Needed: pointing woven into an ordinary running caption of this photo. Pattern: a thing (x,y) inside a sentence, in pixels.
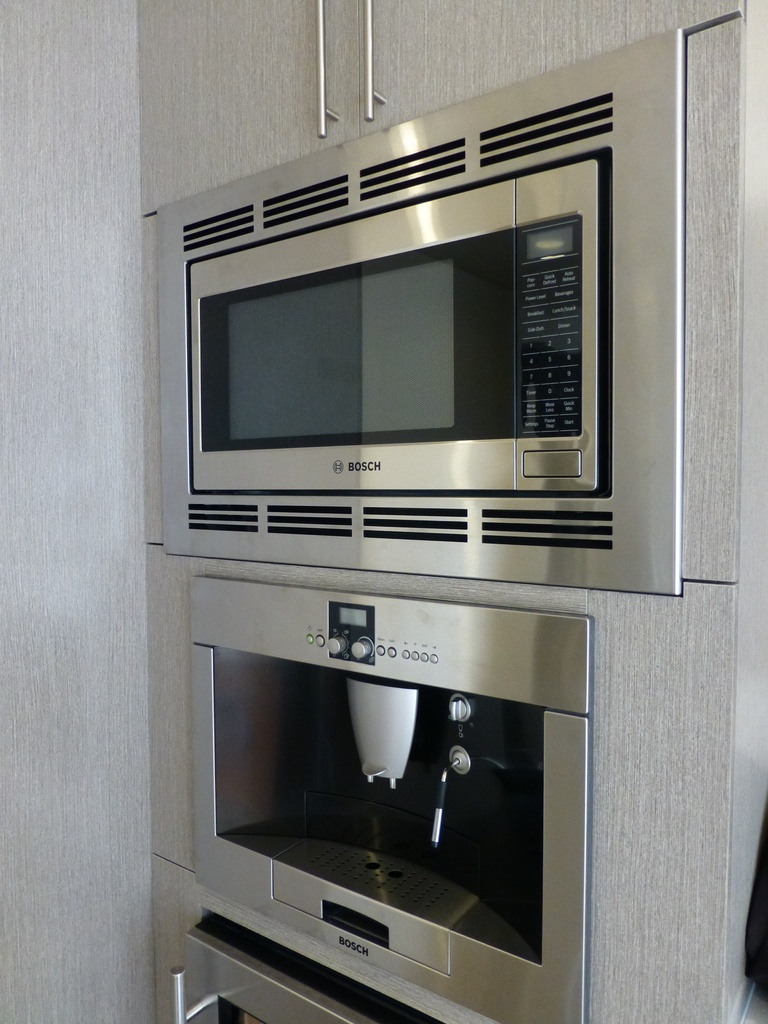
In this image I can see there is a cupboard (335,103). And there is a micro oven (526,185) placed in it. And at the side, it looks like a cloth (755,940).
